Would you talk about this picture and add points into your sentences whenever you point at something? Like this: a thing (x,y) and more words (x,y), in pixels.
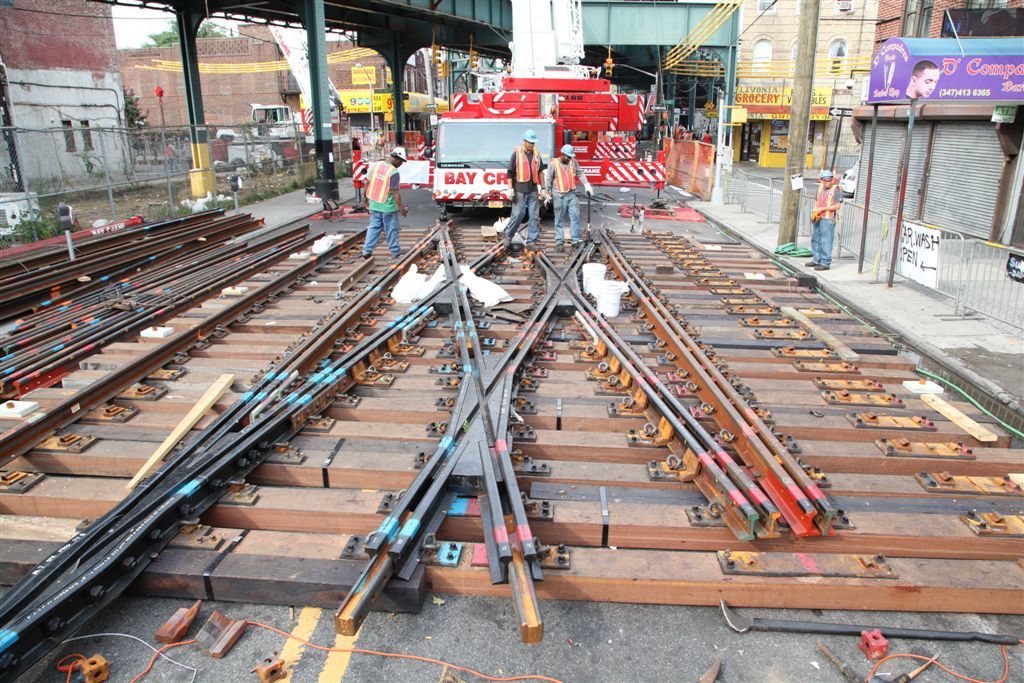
In the picture we can see some railway tracks (265,434) and some people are constructing it and they are wearing a jacket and caps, in the background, we can see a vehicle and on it we can see some things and beside it we can see a shed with poles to it and on the other side we can see a shop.
